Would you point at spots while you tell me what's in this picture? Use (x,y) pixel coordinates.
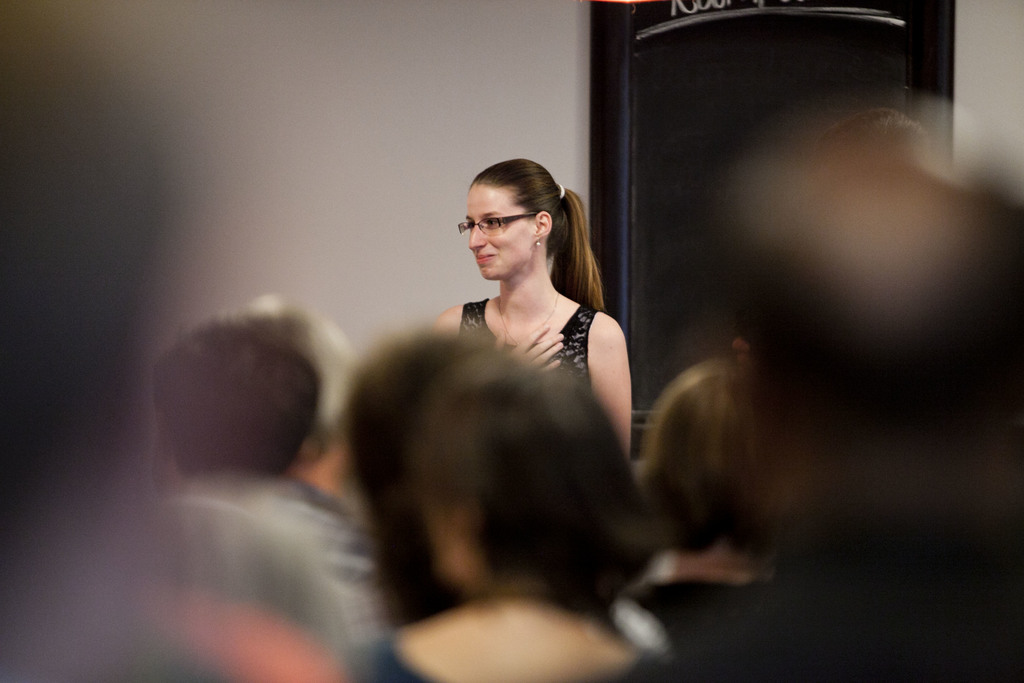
In this picture I can see a woman (499,245) standing, in front (457,619) I can see few people (435,606).
